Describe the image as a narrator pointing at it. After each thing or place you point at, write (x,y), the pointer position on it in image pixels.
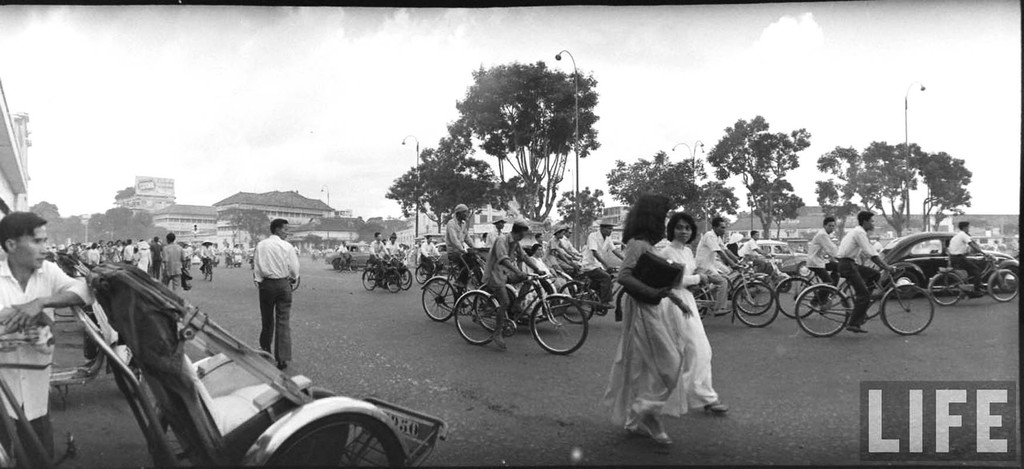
In this black and white picture is taken on a road (819,369). There are many people (829,258) riding bicycles (760,274) on the road (781,370). There are two women (654,290) in the center (667,299) walking on the road (250,333). To the left corner (25,373) there is man (31,331) standing and beside him there is a vehicle (189,377). In the background (204,272) there is crowd (174,237), buildings (148,199), trees (117,214), street lights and sky (359,66). To the below right corner (947,430) there is text (948,417) "Life".
